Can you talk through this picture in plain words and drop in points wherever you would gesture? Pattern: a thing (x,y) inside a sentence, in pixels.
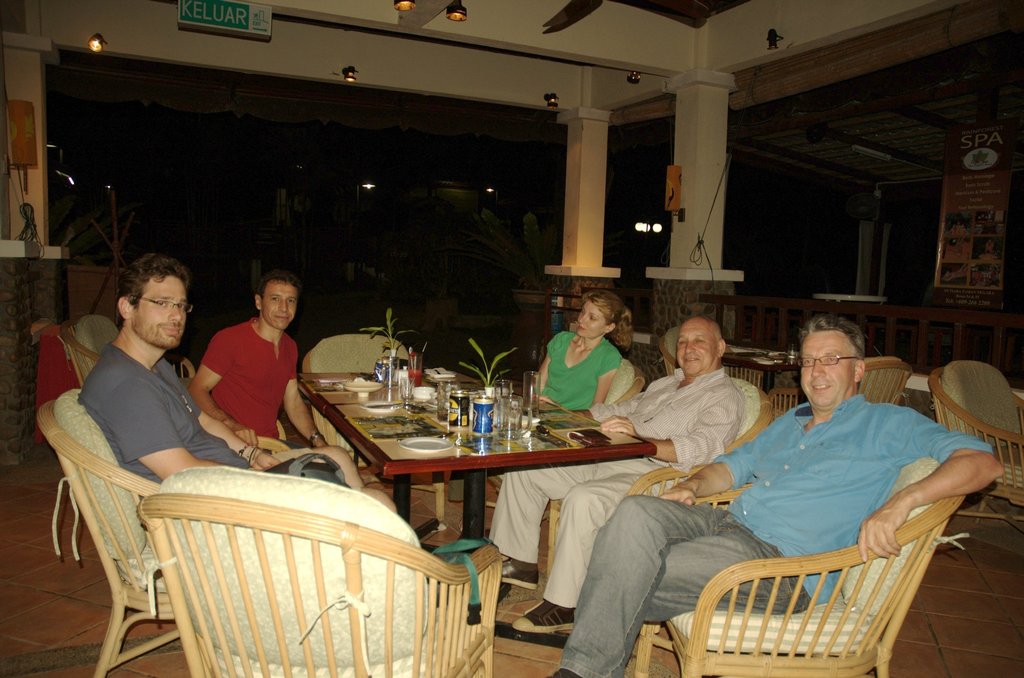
There are four men (676,394) and a woman (554,397) sitting on the chair (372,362) at the table (458,456). On the table (471,462) there are glasses (407,382), plates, flower vase (393,373) and bottles (465,401). In the background (974,233) we can see hoarding (974,216), tables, chairs (993,398) and lights (638,228).
